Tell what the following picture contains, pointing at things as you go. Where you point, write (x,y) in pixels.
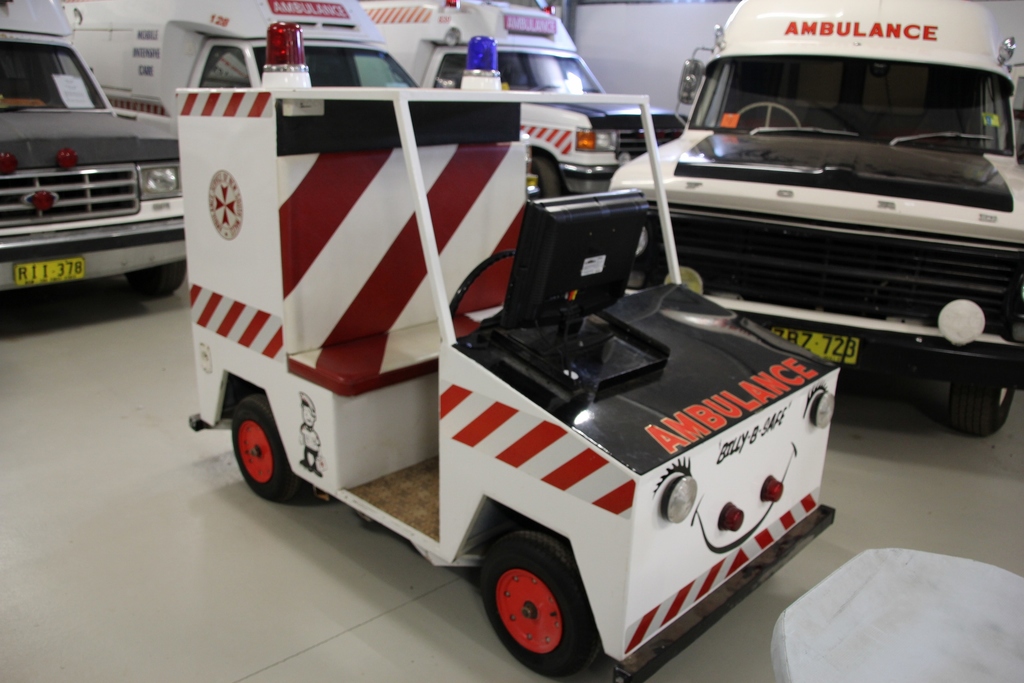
In this picture we can see the vehicles (692,135). At the bottom of the image (436,584) we can see the floor (599,673). At the top of the image (663,30) we can see the wall (574,21).
